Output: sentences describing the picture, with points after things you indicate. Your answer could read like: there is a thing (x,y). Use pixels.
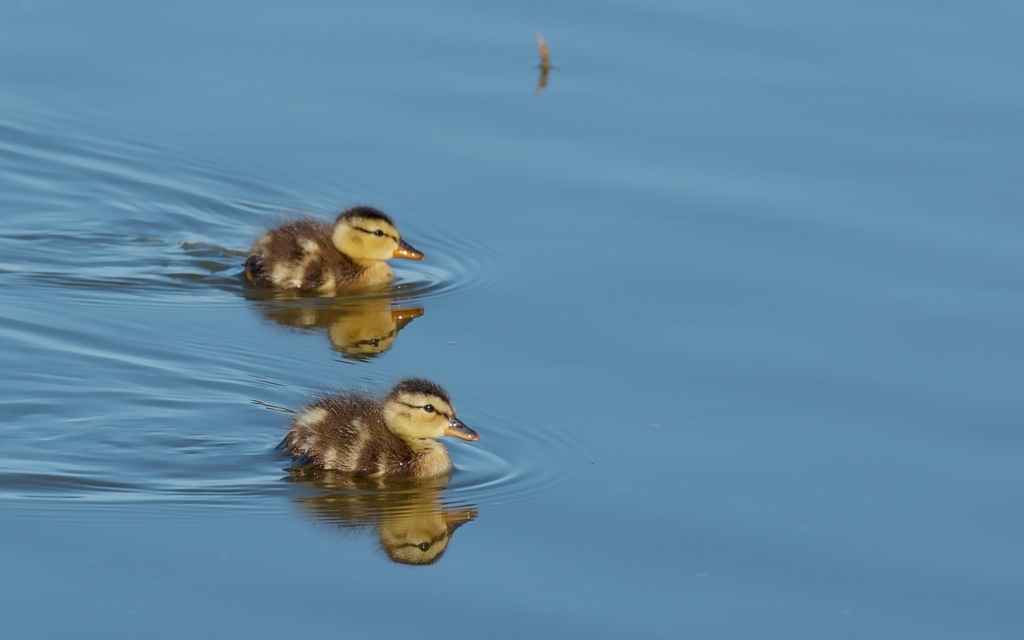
In the center of the image (357,236) we can see birds (349,262) on the water (368,500).
